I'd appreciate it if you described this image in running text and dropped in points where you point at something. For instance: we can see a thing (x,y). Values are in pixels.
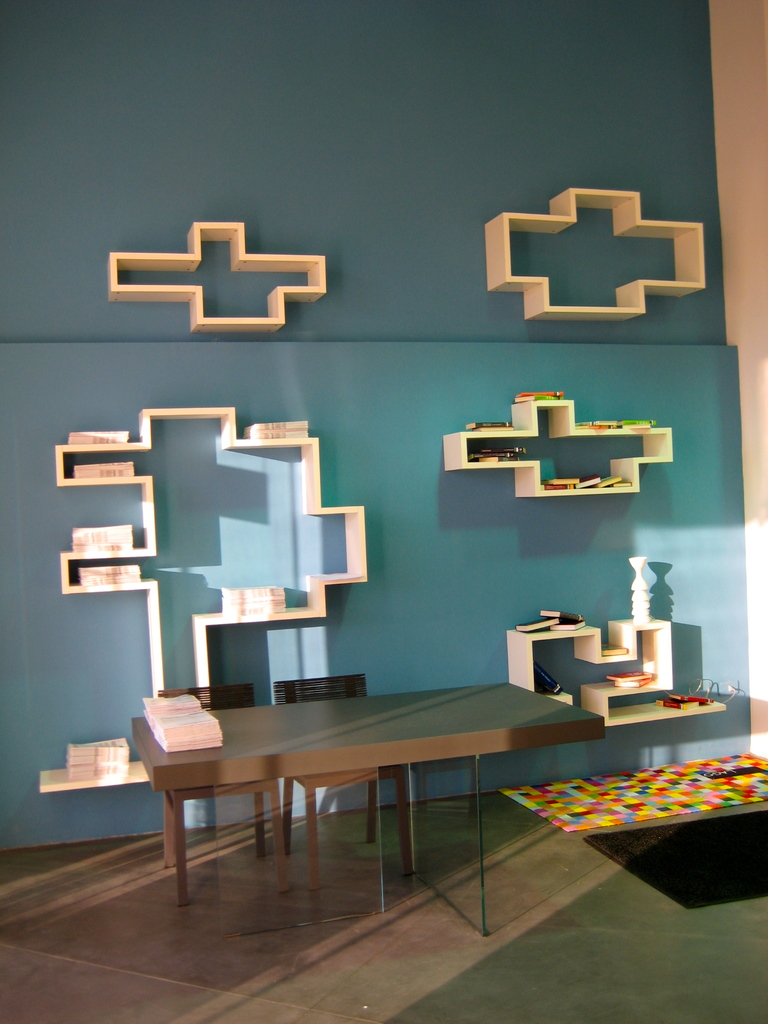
In this image I can see two chairs (181,885), a table (217,851) and on it I can see few things (179,731). I can also see number of shelves (462,460) on the wall (385,575) and on these shelves (346,575) I can see number of stuffs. On the bottom right side of the image (660,847) I can see two carpets (638,805) on the floor (654,963).
